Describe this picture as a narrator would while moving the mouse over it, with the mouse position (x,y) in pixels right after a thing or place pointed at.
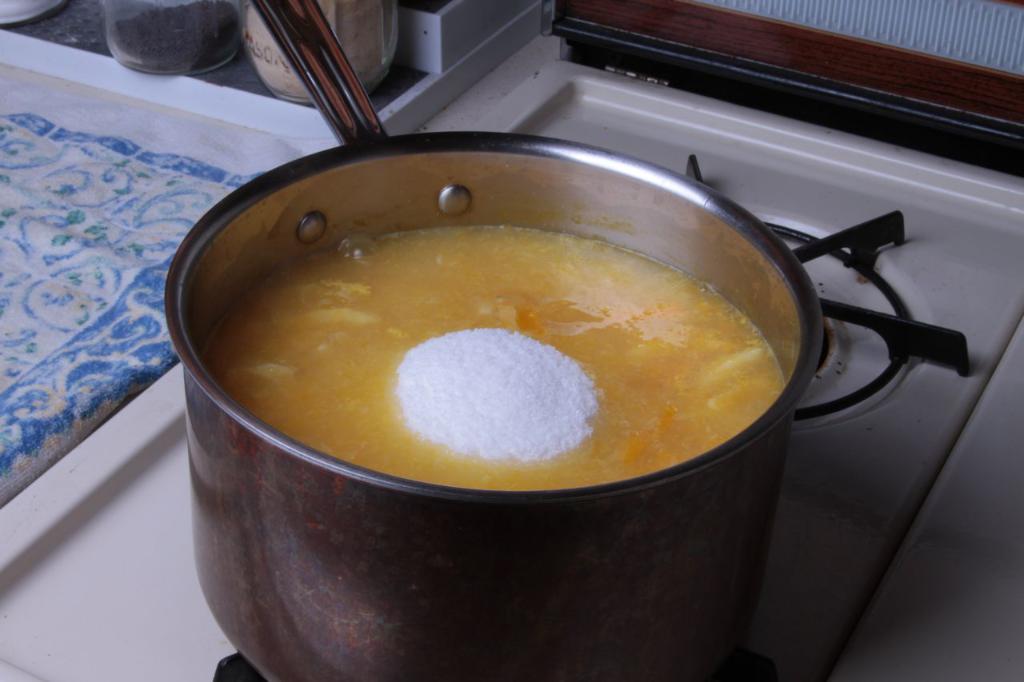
In the center of the image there is a stove (869,302). On the stove (780,601) we can see a vessel (215,431) contains food item (269,379). In the background of the image (28,290) we can see bottles (266,46), cloth (148,121), wall (771,33) are present.
